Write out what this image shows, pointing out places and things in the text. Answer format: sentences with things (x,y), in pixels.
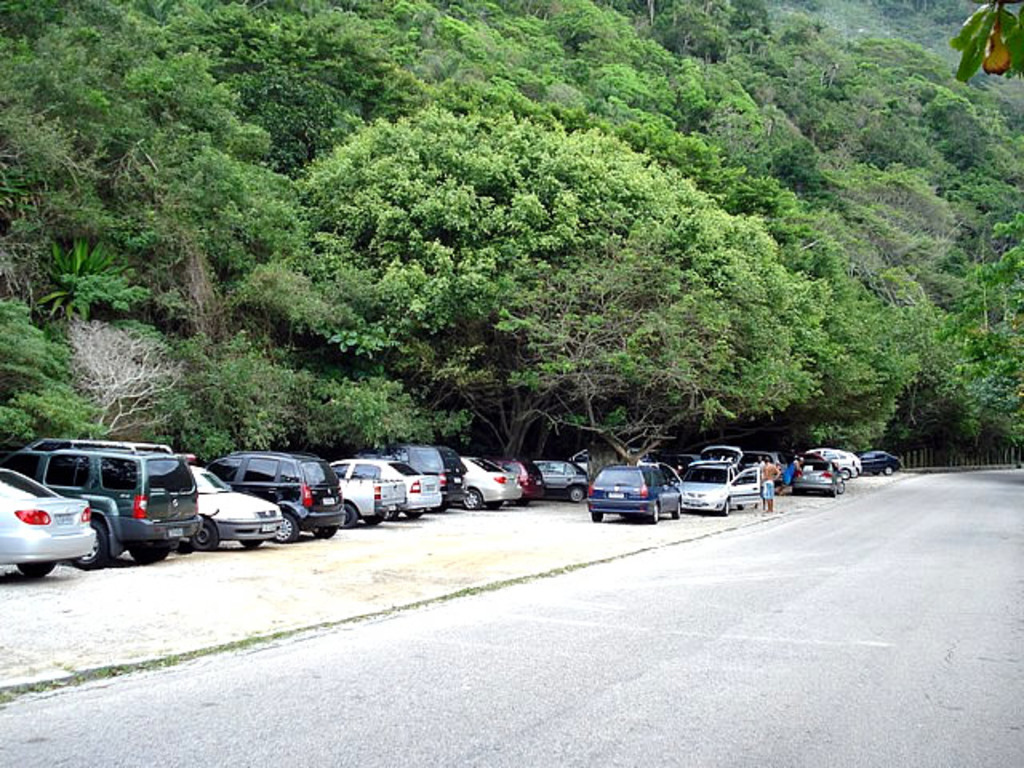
This image is clicked on the road (685,633). Beside the road (682,661) there is a ground (221,562). There are cars (640,463) parked on the ground (550,516). There are people (783,478) standing at the cars (769,452). In the background (843,223) there are trees (597,156).
